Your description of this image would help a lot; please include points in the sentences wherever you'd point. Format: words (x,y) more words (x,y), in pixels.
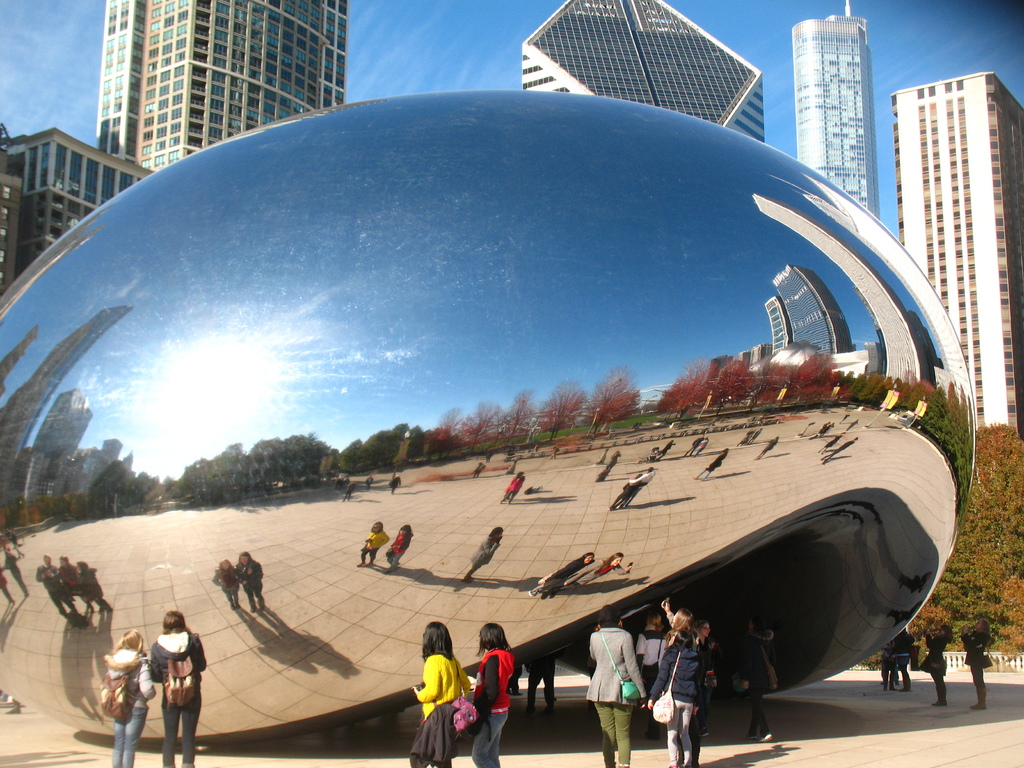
In this image I can see few buildings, trees (951,593), few people (910,630) and the sky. In front (626,139) I can see the reflection (618,419) of the buildings (55,376), trees (268,448), sky (550,196), few people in the mirror (397,410).
